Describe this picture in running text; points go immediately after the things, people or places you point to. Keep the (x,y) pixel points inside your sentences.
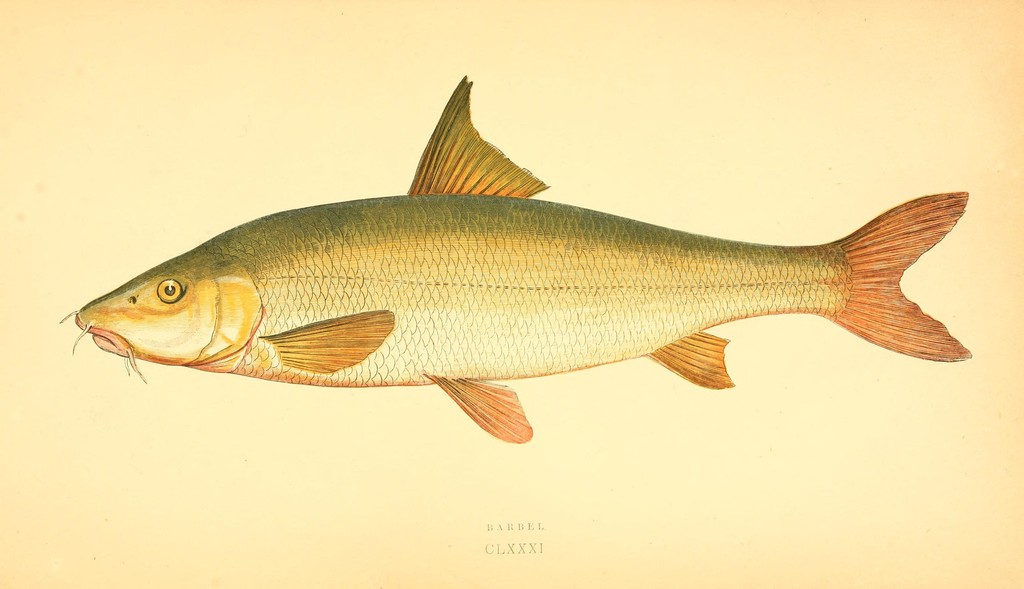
In this picture I can see a paper (162,535). There are words (516,535) and there is a image of fish (416,315) on the paper (24,281).
